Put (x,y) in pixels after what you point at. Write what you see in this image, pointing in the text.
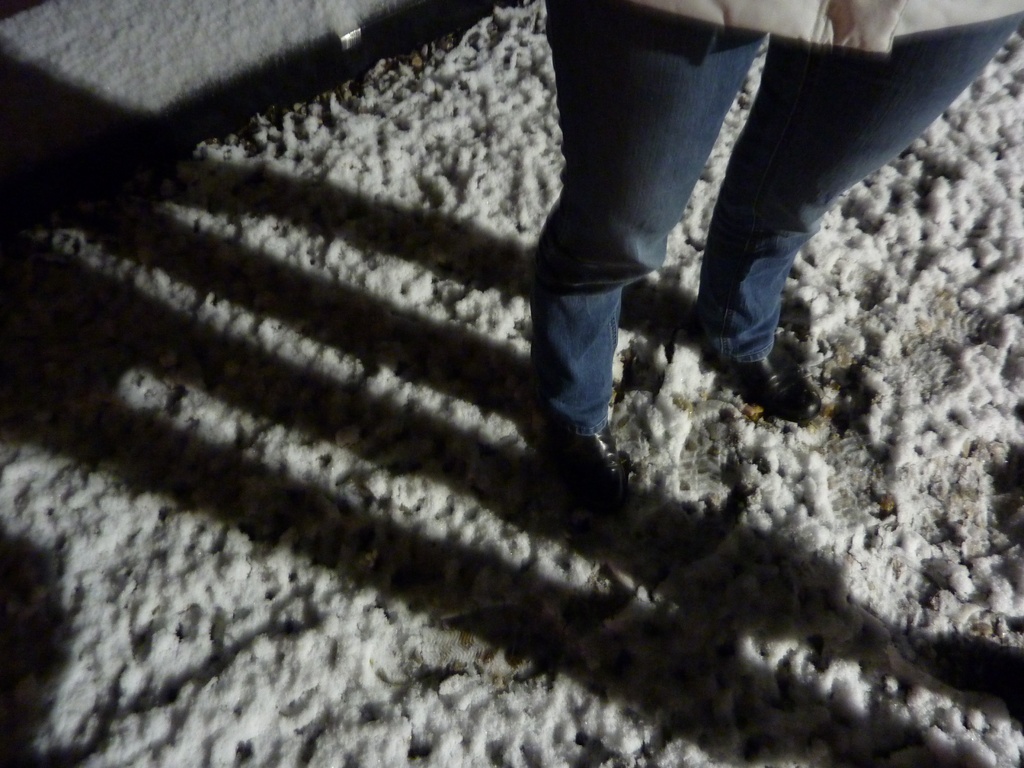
In this image there is a person (603,346) standing on a snow land (901,188).
